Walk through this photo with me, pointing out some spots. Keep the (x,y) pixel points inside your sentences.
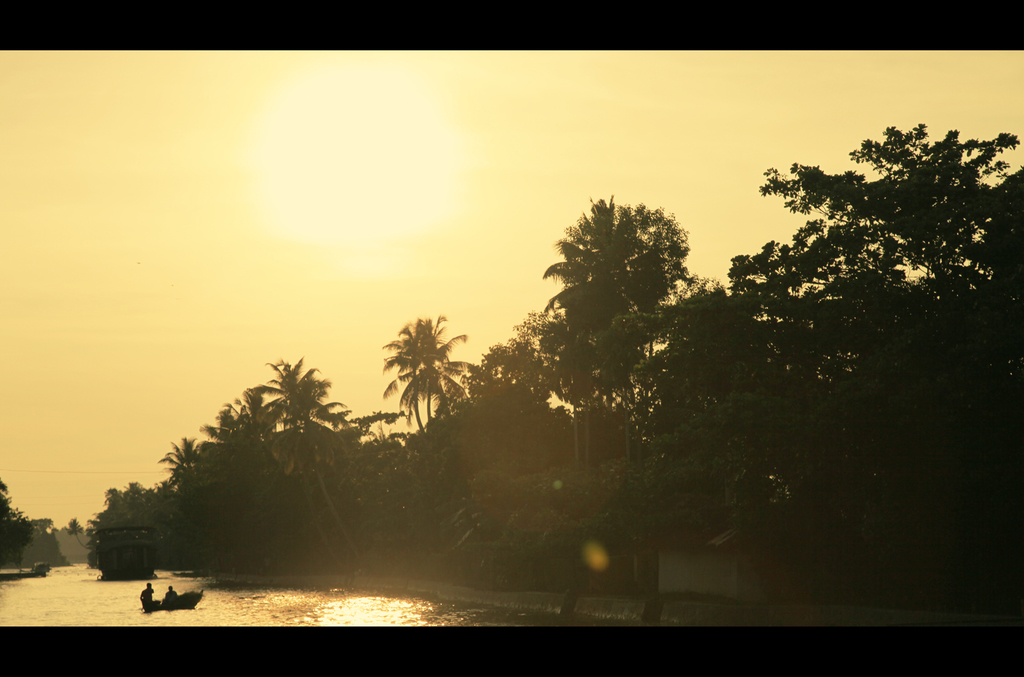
In this image I can see the water surface (269,624). I can see a boat (194,597) on the water surface (209,610). I can see few trees (605,485). I can see the sky (259,305).
